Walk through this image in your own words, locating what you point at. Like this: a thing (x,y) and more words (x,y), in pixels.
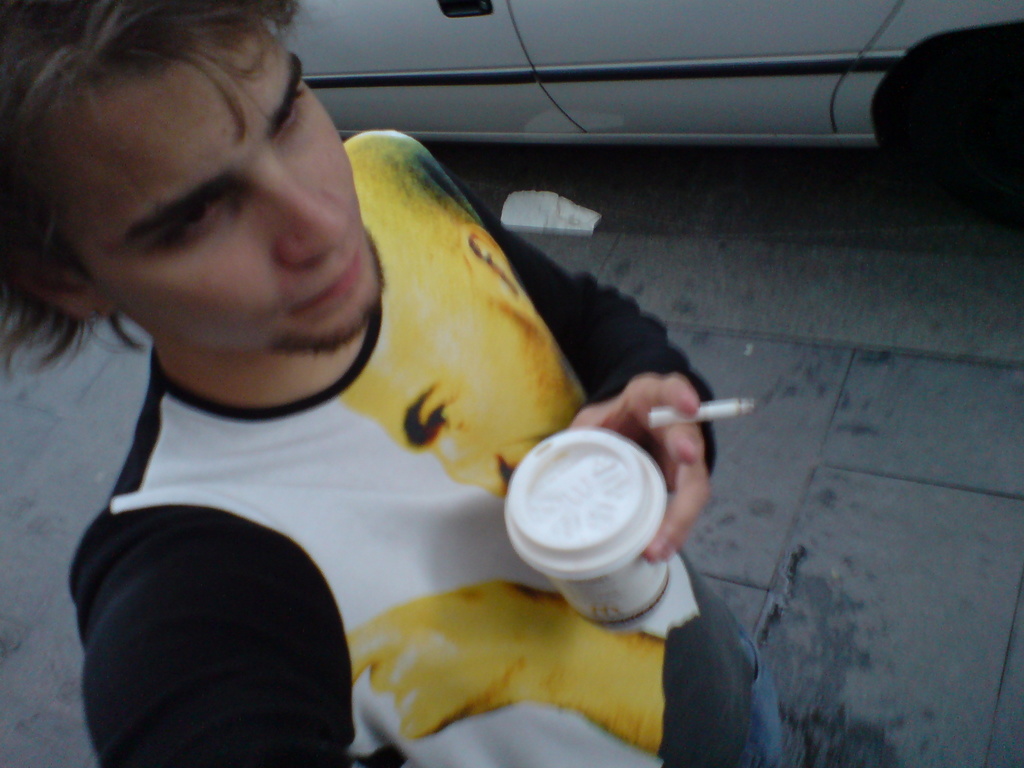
In this image there is a person (334,399) standing and holding a cigarette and other object (571,481) in his hand (593,407), beside him there is a car (606,123).
